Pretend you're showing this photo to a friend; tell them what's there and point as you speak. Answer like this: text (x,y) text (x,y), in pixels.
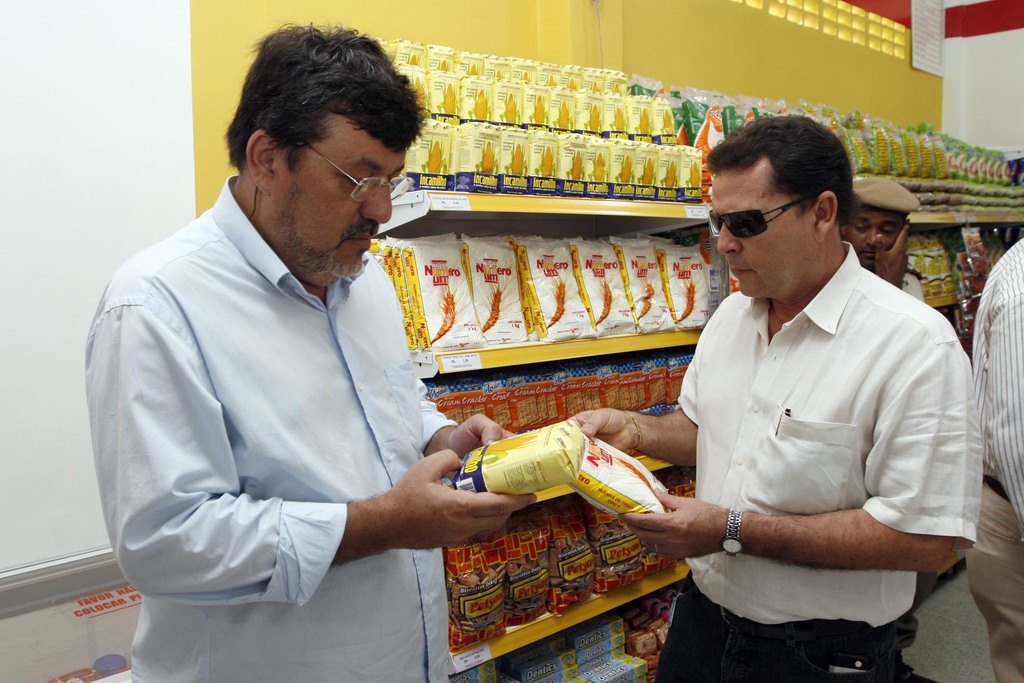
In this image we can see few people (697,486) standing and few people (646,450) holding some objects (598,455) in their hands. We can see the inside of a store (31,429). There are many objects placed on the racks (930,232). There is an object (923,28) on the wall (983,57) at the right top most of the image (922,33). There is an object (83,598) and few objects (108,664) placed in it at the left bottom most of the image (58,679).
